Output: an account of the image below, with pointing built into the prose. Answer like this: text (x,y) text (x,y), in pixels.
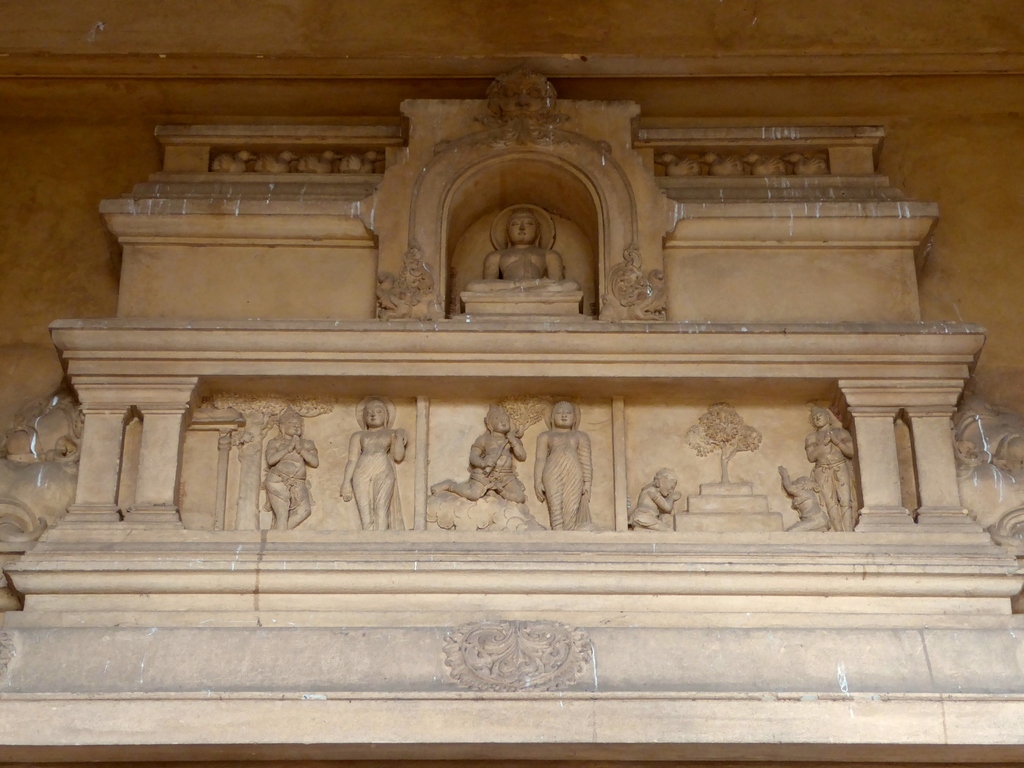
In this image in front (751,429) there are sculptures (587,490). In the background of the image (74,230) there is a wall (59,252).
